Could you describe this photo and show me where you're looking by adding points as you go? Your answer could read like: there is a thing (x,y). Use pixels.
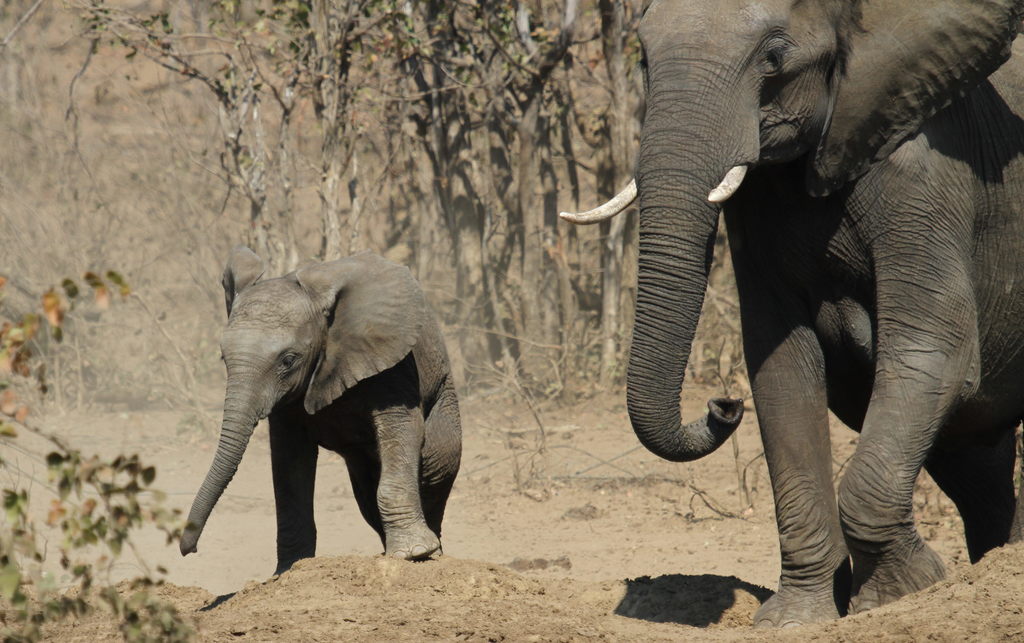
Here we can see two elephants (785,326) walking on the ground (264,559). On the left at the bottom corner (83,490) we can see a plant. In the background (237,100) there are trees (367,117).
